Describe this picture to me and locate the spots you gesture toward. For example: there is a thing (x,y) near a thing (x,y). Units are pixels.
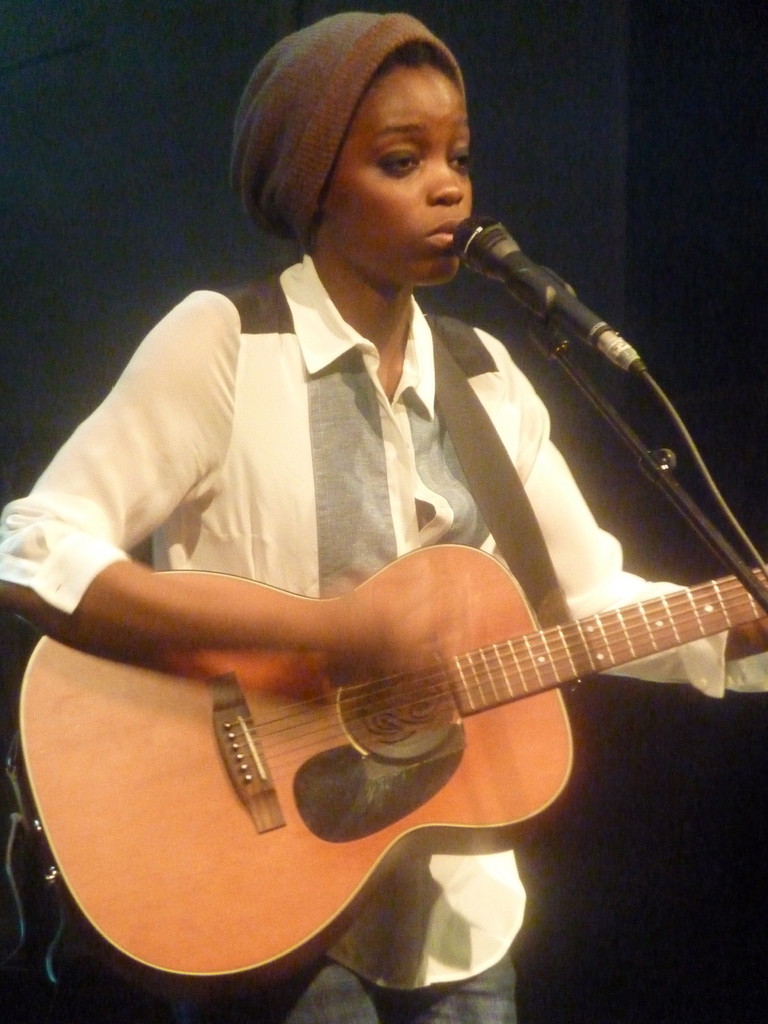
In this image, woman (443,492) is playing a guitar (449,593) in-front of microphone (526,270). Here we can see stand (716,540) and wire (739,533). And she wear cap (274,145) on his head (280,141).
